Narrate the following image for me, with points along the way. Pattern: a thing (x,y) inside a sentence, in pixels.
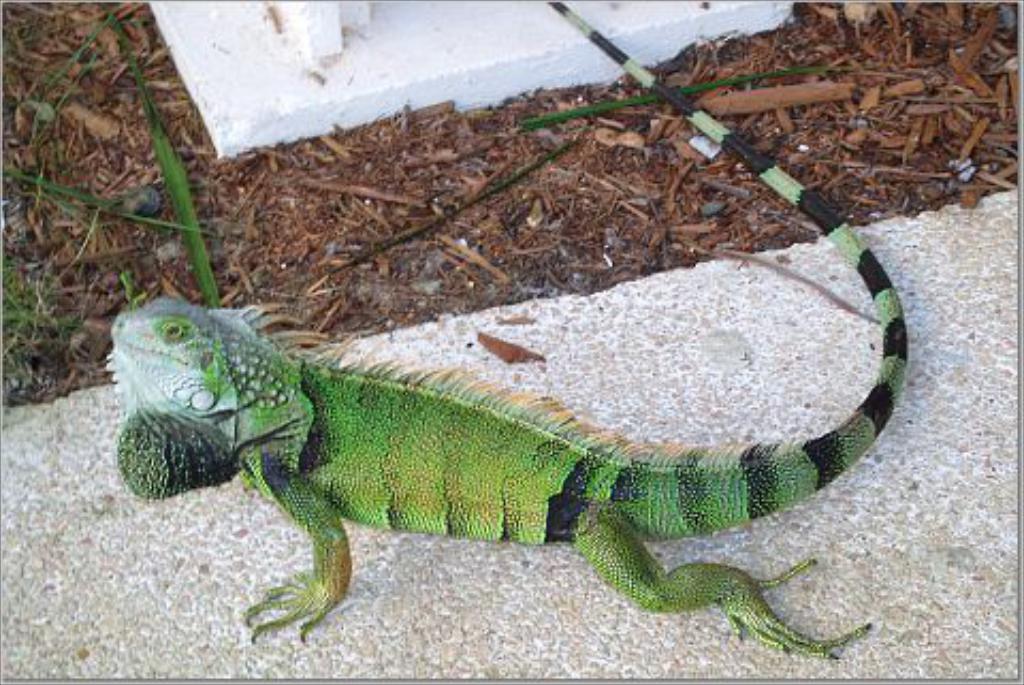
In this image there is an iguana (407,476) on the pavement (407,548). Beside it there is floor (474,184) on which there are some dry leaves (345,168) and some wooden sticks (610,147).
